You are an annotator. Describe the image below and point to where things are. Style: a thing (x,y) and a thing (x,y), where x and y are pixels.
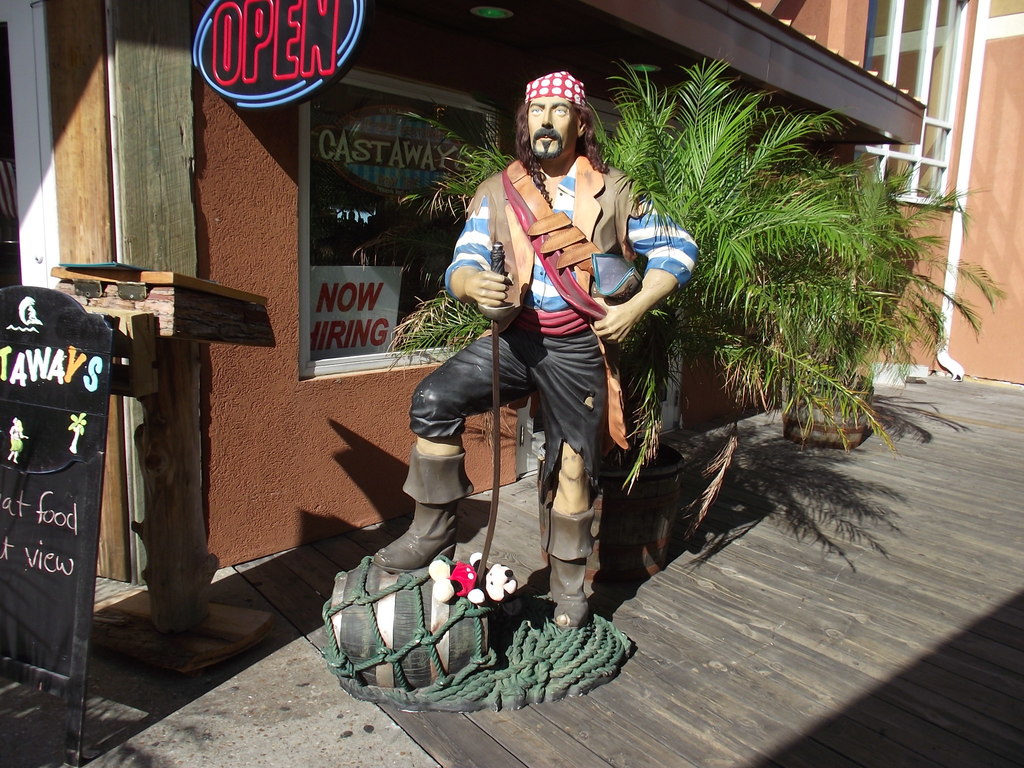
This image is taken outdoors. At the bottom of the image (649,708) there is a wooden platform (774,667) and there is a floor (228,713). In the background (181,198) there is a building (693,50). There are two plants (733,311) in the pots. There are many boards (69,416) with text (279,50) on them. There is a podium (232,303). In the middle of the image (519,261) there is a statue (504,289) of a man (510,165) holding a sword (499,364) in his hand (491,287).
